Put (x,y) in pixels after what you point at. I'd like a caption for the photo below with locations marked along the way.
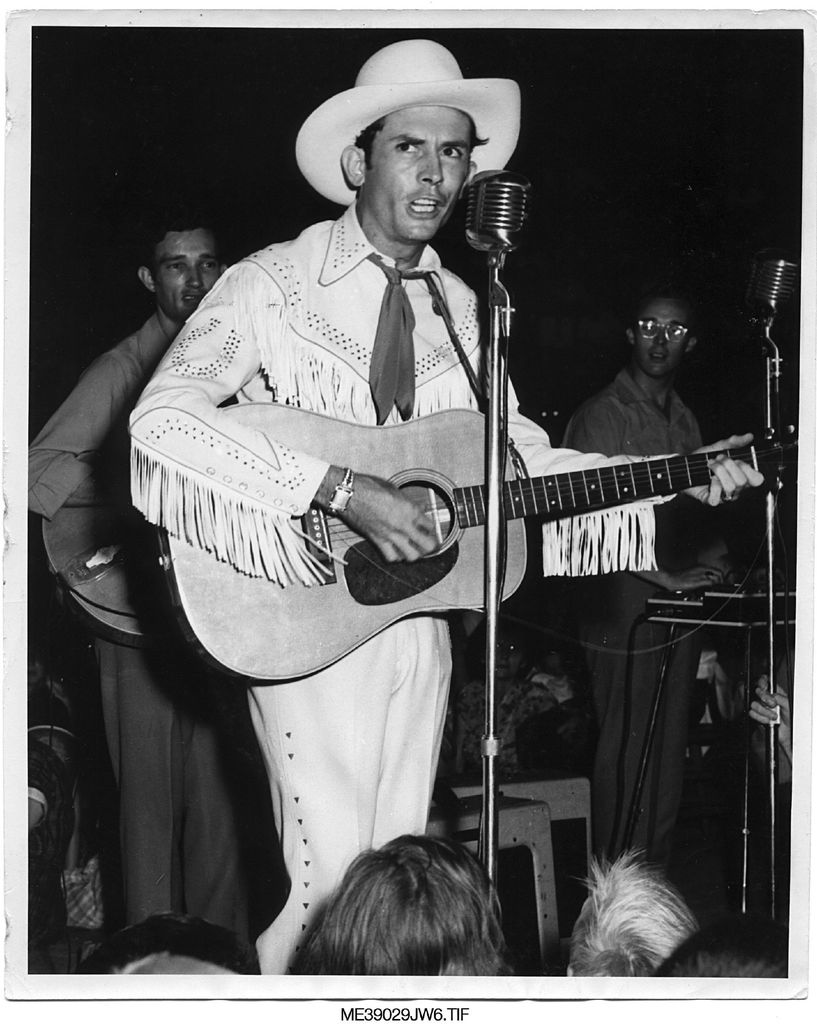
A man (295,464) wearing watch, hat (446,52) and tie (399,344) is holding guitar (448,542) and playing and singing. In front of him there is a mic (487,250) and mic stand (492,813). In the back (507,802) there are chairs (514,806). Also two persons (85,402) are standing. Person (98,424) on the left (107,566) is playing guitar (145,596) and person (677,521) on the right (676,437) wearing specs (666,336) is playing steel guitar (711,601). Also there is a mic (792,278) and mic stand (769,577) in the right (773,341). There are some people (582,934) in the front (582,934).
